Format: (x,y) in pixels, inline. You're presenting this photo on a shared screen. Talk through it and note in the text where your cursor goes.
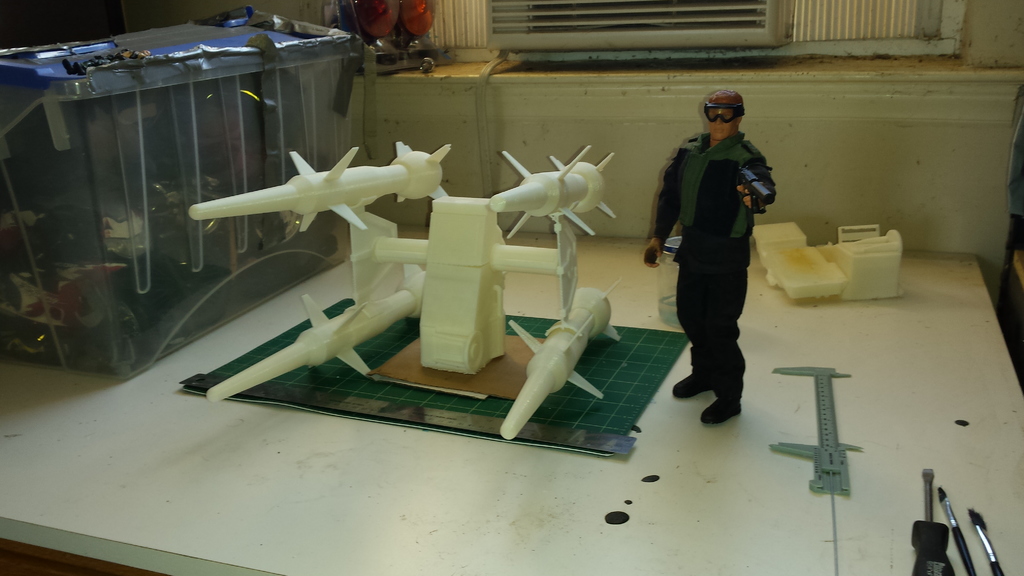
In this picture we can see the model of the rocket (576,293), missiles (576,293) and other objects (494,344). Beside that there is a toy (755,209) which looks like a man (722,213) who is wearing goggles (724,117), jacket (695,201), shoe (695,382) and holding a gun (771,199). On the table (424,557) we can see the vernier caliper (810,370), screwdriver (938,534), brush (978,532), plastic boxes (798,264) and other objects (817,292). At the top (690,30) there is a window AC (624,37).
